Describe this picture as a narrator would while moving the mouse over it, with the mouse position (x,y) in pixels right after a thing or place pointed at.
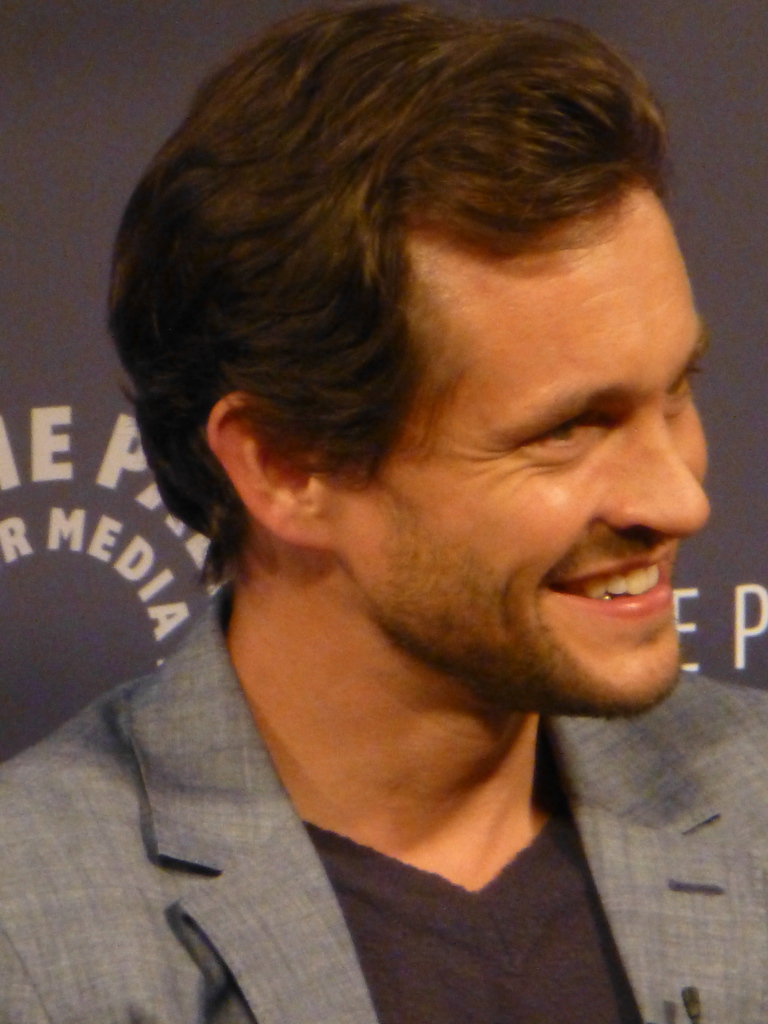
In the image in the center (415,648) we can see one person (576,732) smiling, which we can see on his face (503,542). In the background (726,248) there is a banner (78,151).
